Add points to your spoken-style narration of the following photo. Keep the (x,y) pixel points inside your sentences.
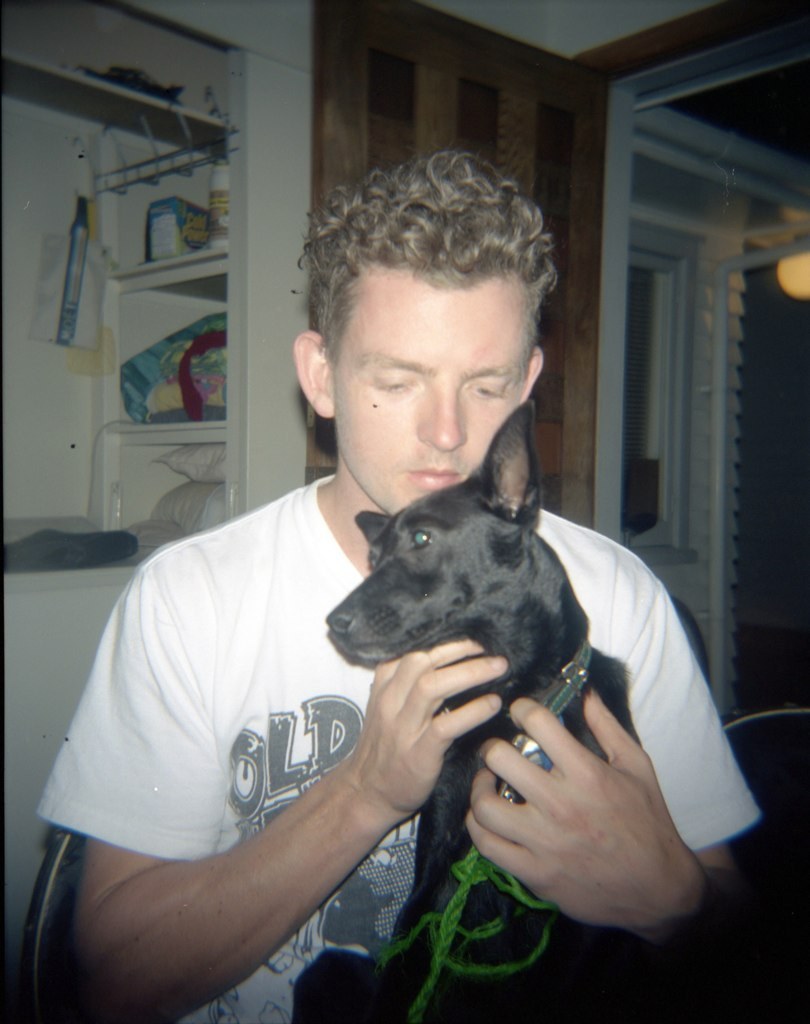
In this image, we can see a man (129,592) holding a black color dog (522,603), in the background (399,77) we can see a door (309,478).
